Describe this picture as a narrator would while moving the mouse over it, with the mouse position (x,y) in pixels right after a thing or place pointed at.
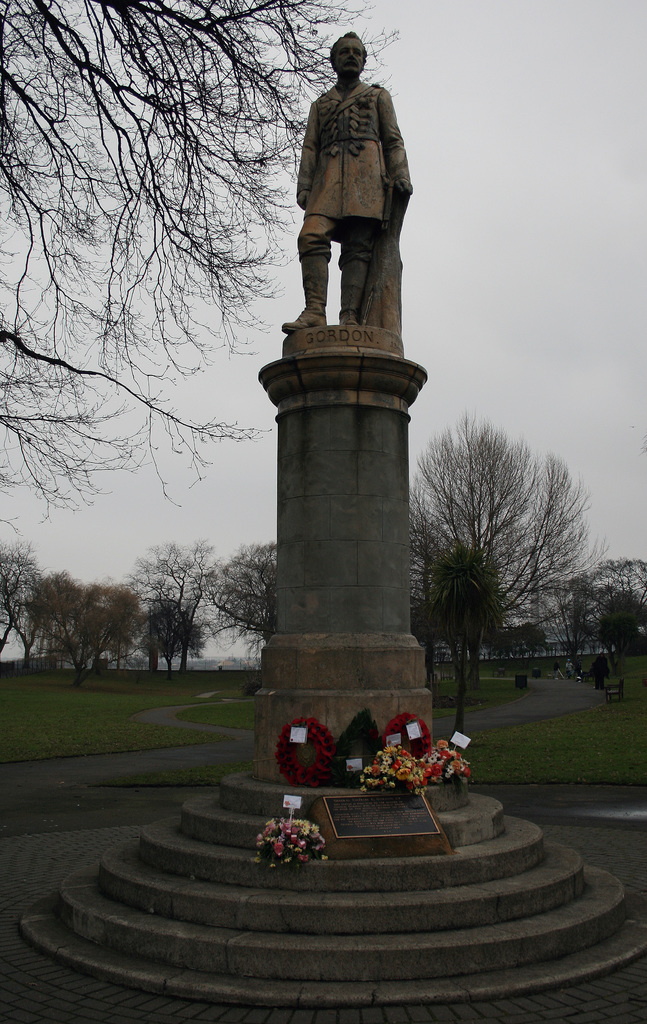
In this image we can see a statue (377,422). We can also see the wreaths (324,747), name boards (329,805) and some bouquets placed on a staircase (350,907). On the backside (563,755) we can see some grass (571,753), a group of trees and the sky (535,438).
